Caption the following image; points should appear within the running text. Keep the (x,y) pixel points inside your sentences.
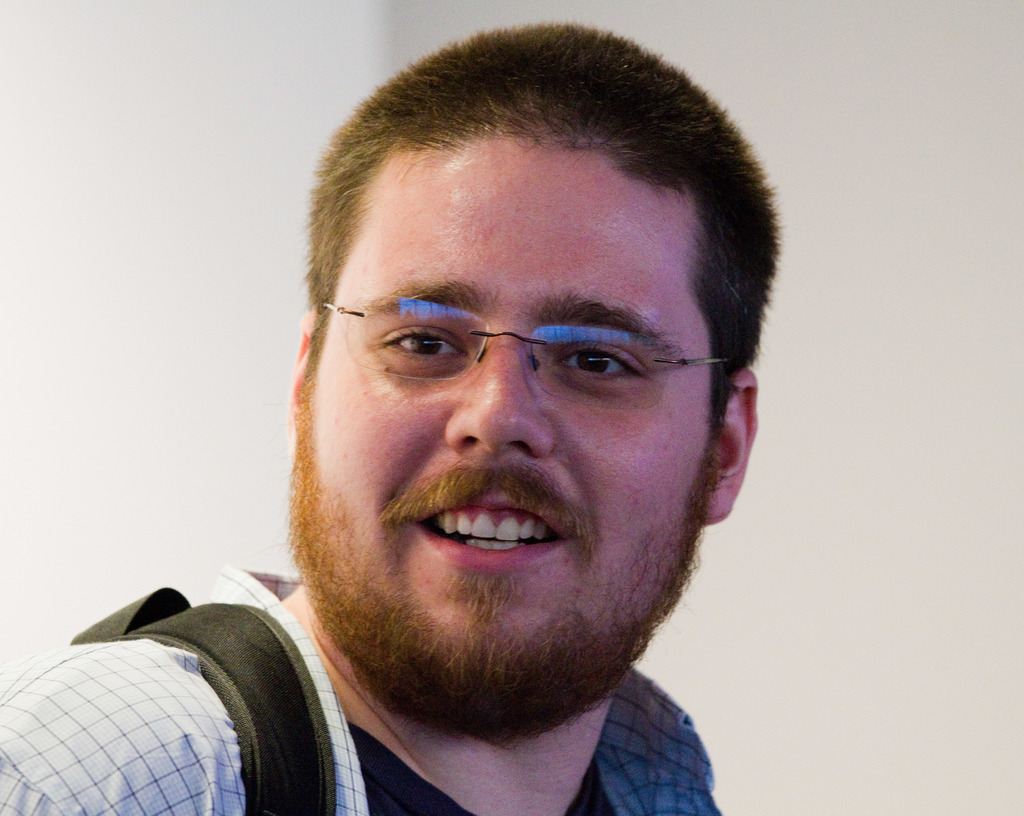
In this image we can see a person (89,686) wearing a spectacle (396,309) and smiling and the background (102,240) is white in color.
